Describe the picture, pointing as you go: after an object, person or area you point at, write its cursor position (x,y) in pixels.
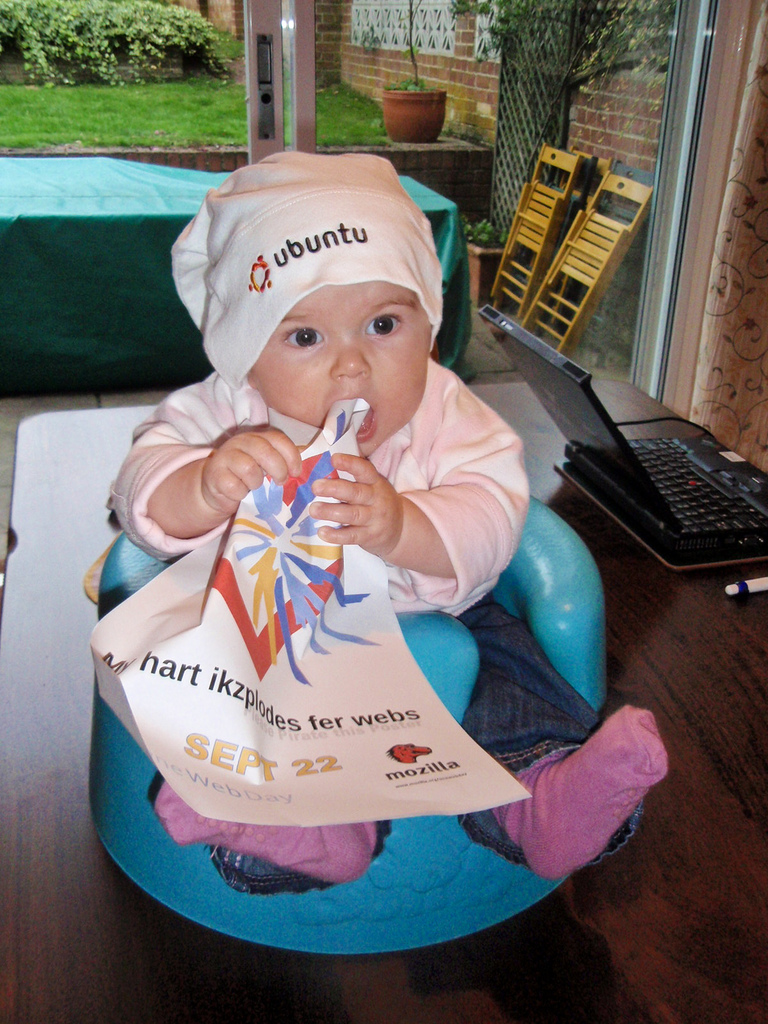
In this image we can see a baby (462,455) is sitting on the chair (180,865). A chair (336,889) is placed on the table (737,877). There are few objects (685,546) placed on the table (757,628). There is a grassy land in the image. There are few house plants (597,36) in the image. There is a door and a curtain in the image. There is an object (51,295) at the left side of the image (58,282).
